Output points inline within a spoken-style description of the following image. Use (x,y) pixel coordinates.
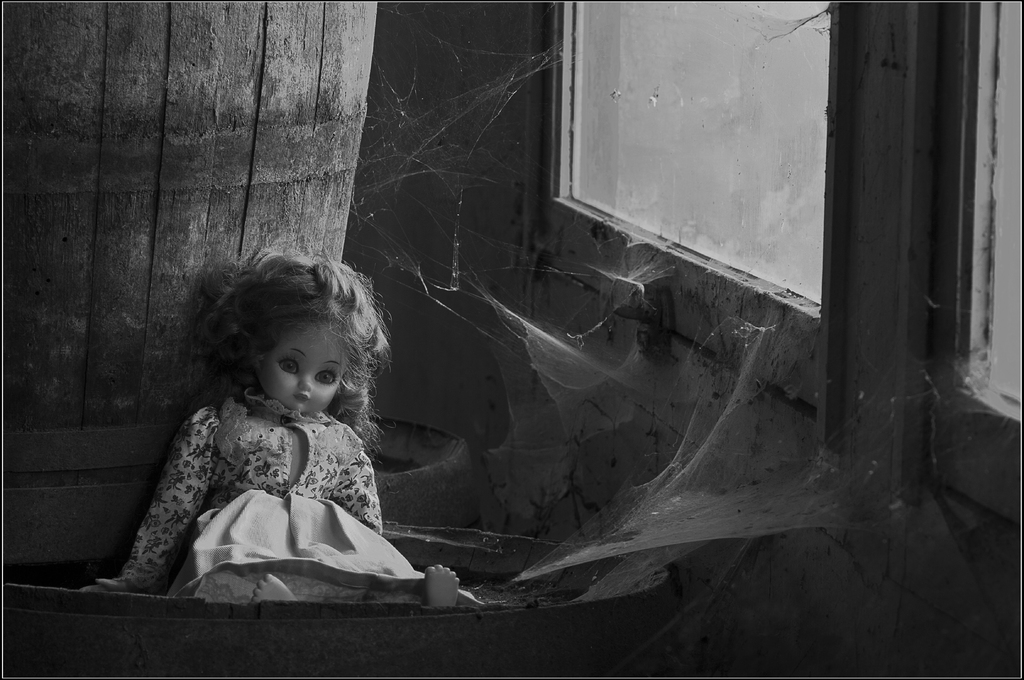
This is a black and white pic. Here we can see a doll (268,521) in a sitting position on a barrel (193,629) and leaning to the another panel (183,246) and on the right side (720,224) we can see glass (680,43), door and wall (372,189).
